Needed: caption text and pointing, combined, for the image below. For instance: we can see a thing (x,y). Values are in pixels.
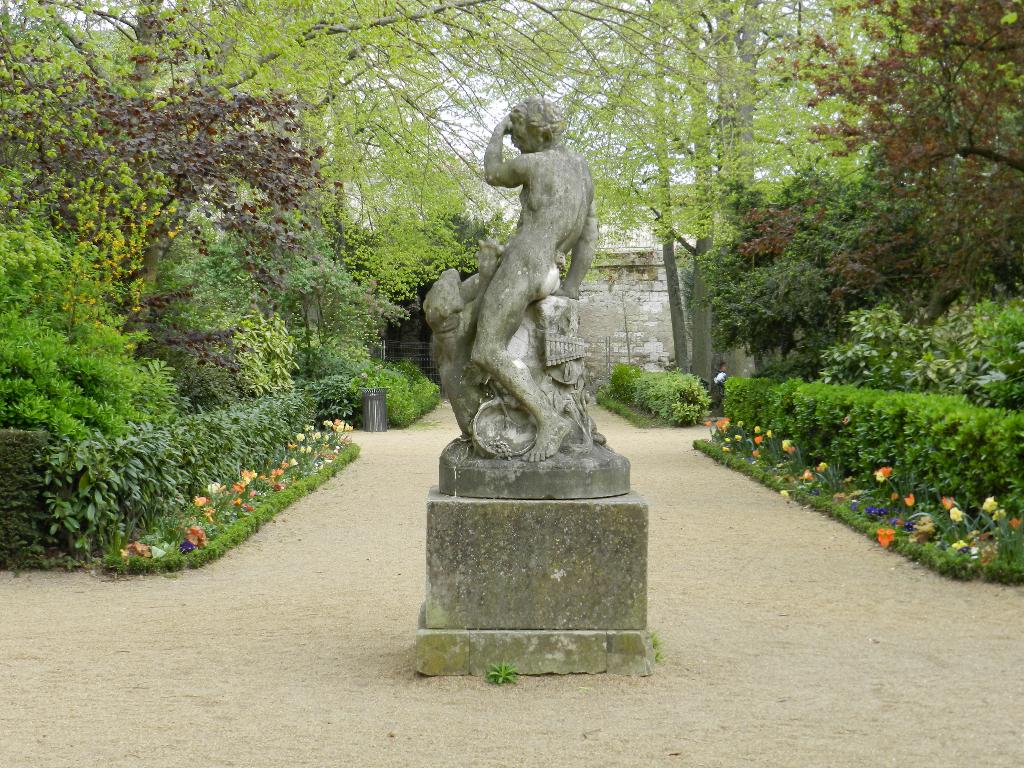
This image consists of a statue (433,667) in the middle (463,388). There are bushes (83,323) in the middle (406,305). There are trees (612,145) at the top (483,177).
